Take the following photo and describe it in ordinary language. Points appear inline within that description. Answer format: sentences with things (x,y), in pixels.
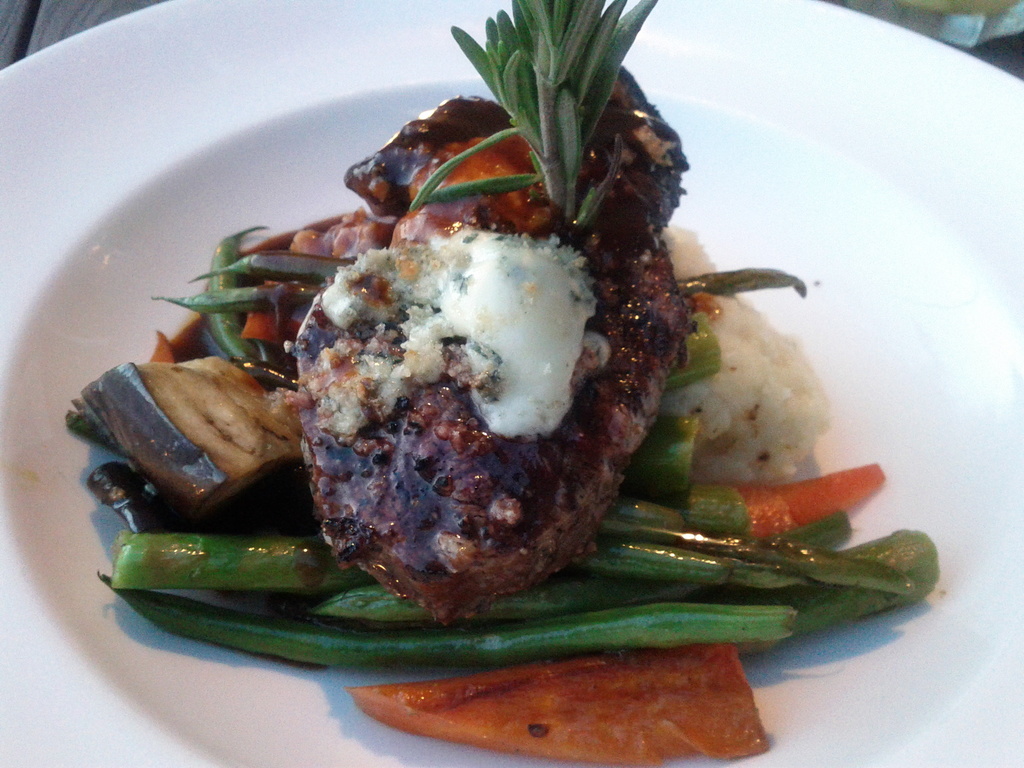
In this picture we can see food items (388,599) on a white plate (284,45) and this plate (981,114) is placed on a wooden platform (77,19).
